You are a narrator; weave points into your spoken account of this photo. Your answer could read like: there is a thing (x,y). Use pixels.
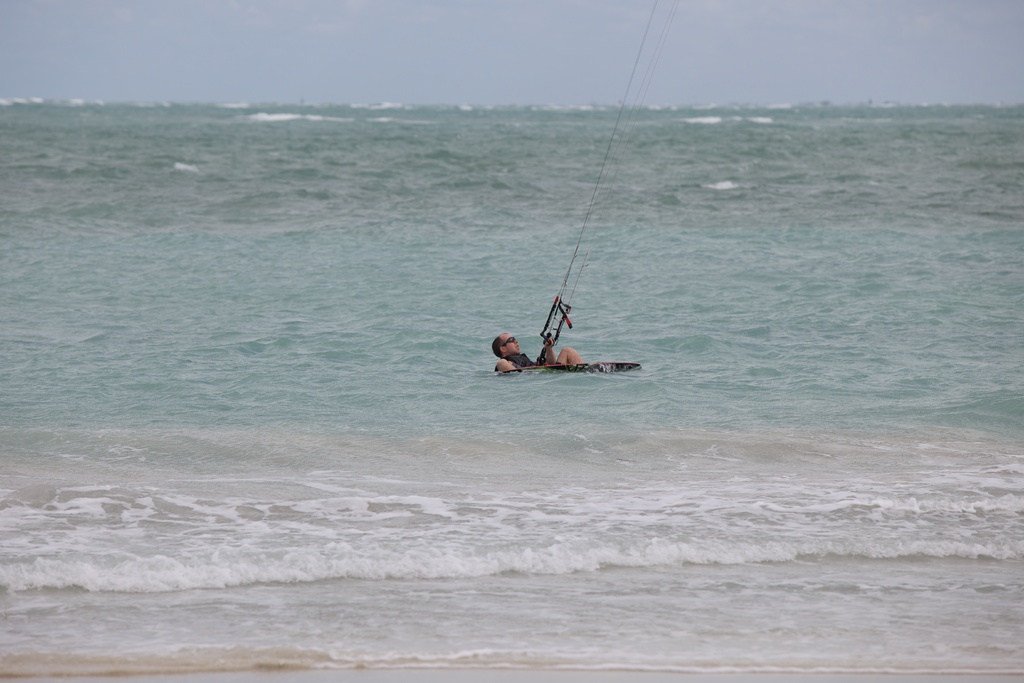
In the foreground of this image (721,391), there is a man (502,345) surfing on the water (571,345) and holding a rope (597,187). On the top (432,31), there is the sky (378,31).
